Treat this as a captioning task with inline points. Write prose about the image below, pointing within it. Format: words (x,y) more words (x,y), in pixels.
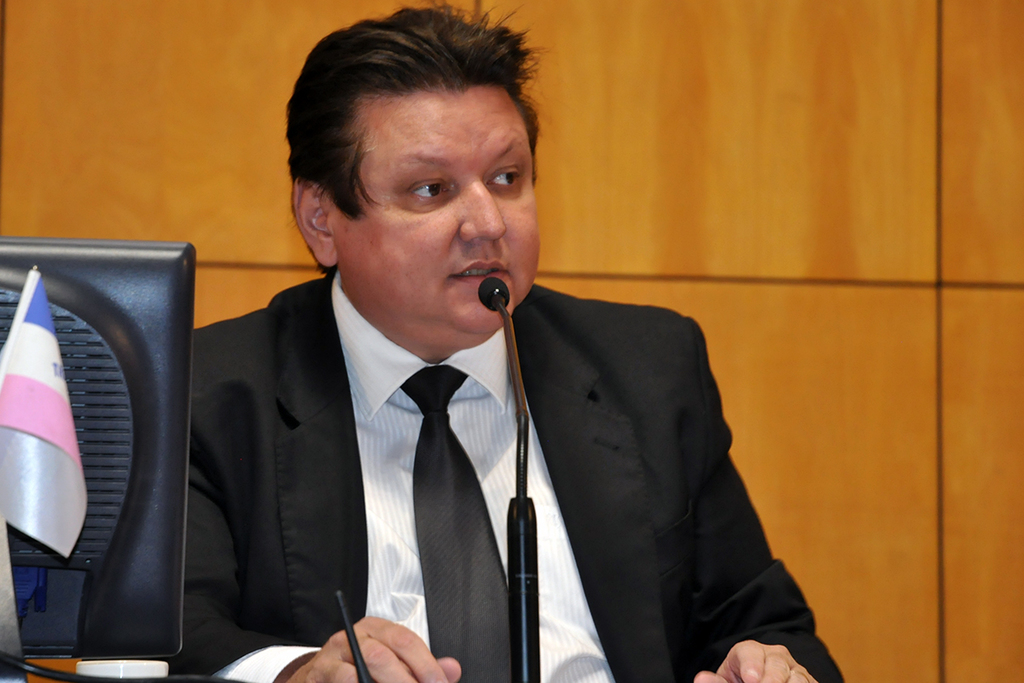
In the center of the image (474,366), we can see a person (439,352) wearing a tie (425,460) and sitting and in the front (49,415), we can see a monitor (82,560), a flag (29,420) and a mic (510,357). In the background (722,143), there is a wall (717,158).
